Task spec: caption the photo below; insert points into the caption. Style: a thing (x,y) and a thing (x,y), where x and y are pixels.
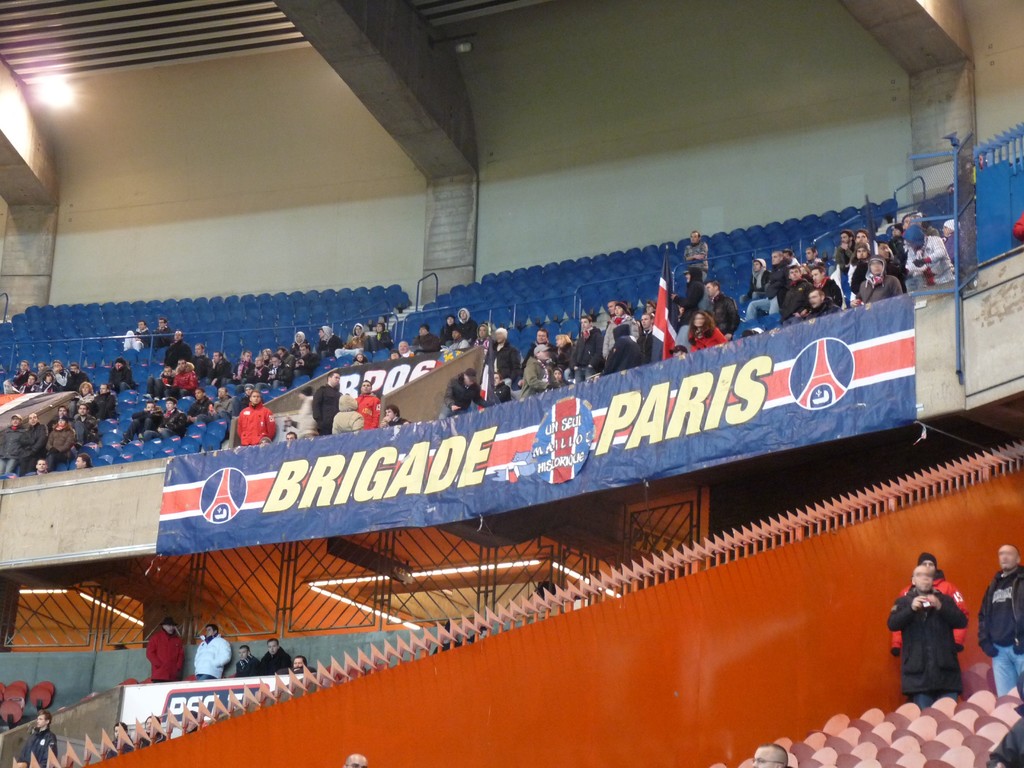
In this image I see number of people (885,239) in which most of them are sitting on chairs (585,304) and rest of them are standing and I see a banner (290,469) over here on which there are 2 words (385,463) written and I see the logos (816,392) and in the background (41,283) I see the wall (334,271) and I see the light (39,88) over here and I see the empty chairs (386,304) and I see the fencing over here.
